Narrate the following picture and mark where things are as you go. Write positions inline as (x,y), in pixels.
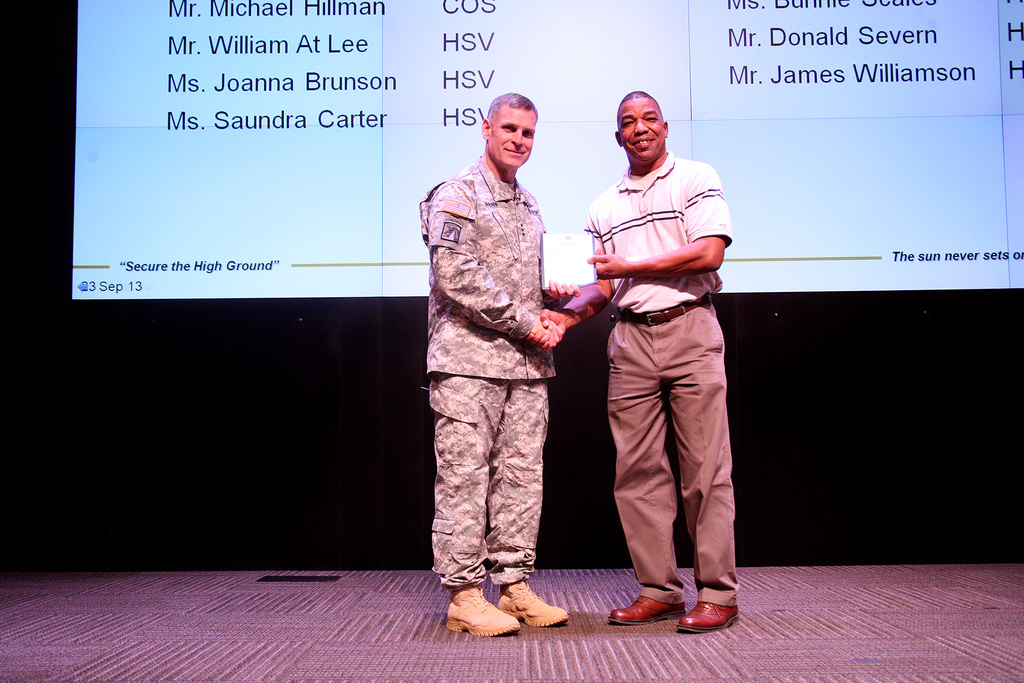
In this image we can see two persons (523,332) are shaking hands (556,340) and standing on the stage (844,615), behind them there is a screen (916,236).
